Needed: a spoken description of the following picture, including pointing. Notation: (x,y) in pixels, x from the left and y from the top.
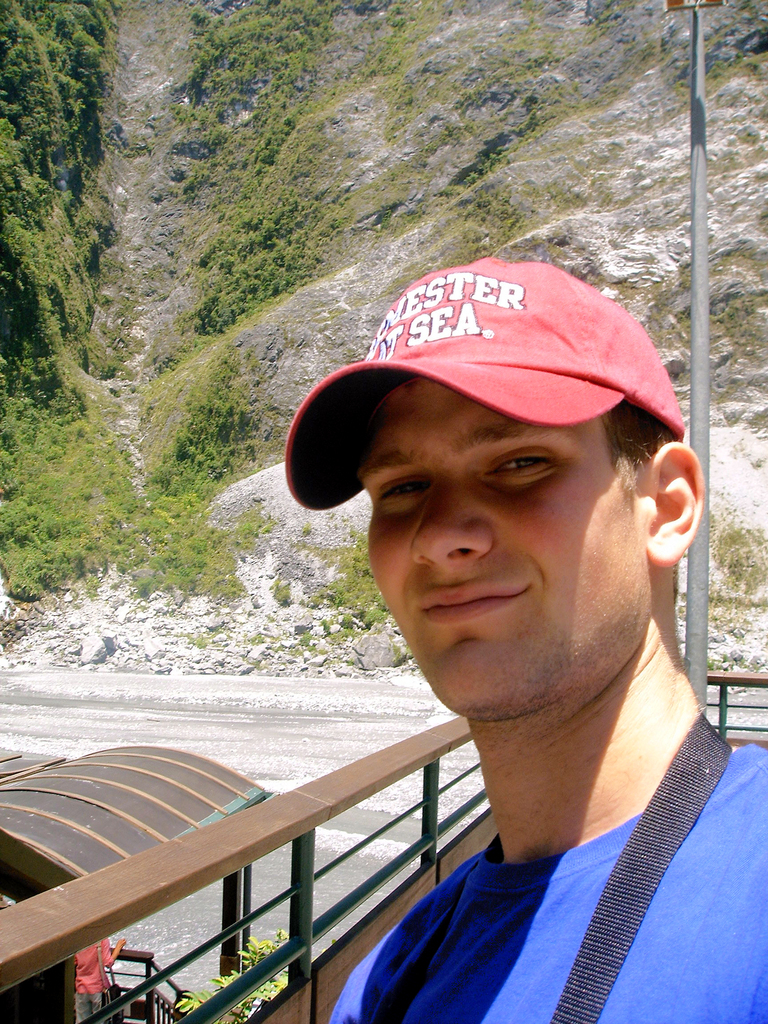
In this picture I can see a man (497,842) standing and he is wearing a cap (566,391) on his head (529,439) and I can see pole light (700,567) and few plants (299,272) on the hill (289,193) and I can see another human (101,987) standing and I can see few rocks (399,654).
